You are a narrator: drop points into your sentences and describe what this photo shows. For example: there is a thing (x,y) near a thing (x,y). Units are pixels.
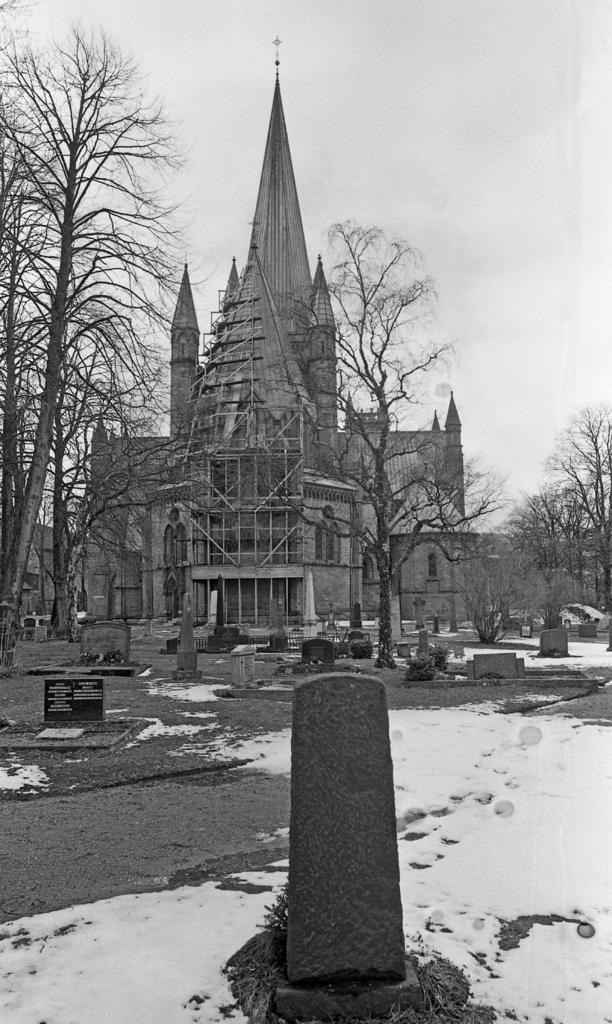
In this image I can see few monuments (310,871), snow (537,801) and trees (494,581). Back I can see a building (265,324) and windows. The image is in black and white.
